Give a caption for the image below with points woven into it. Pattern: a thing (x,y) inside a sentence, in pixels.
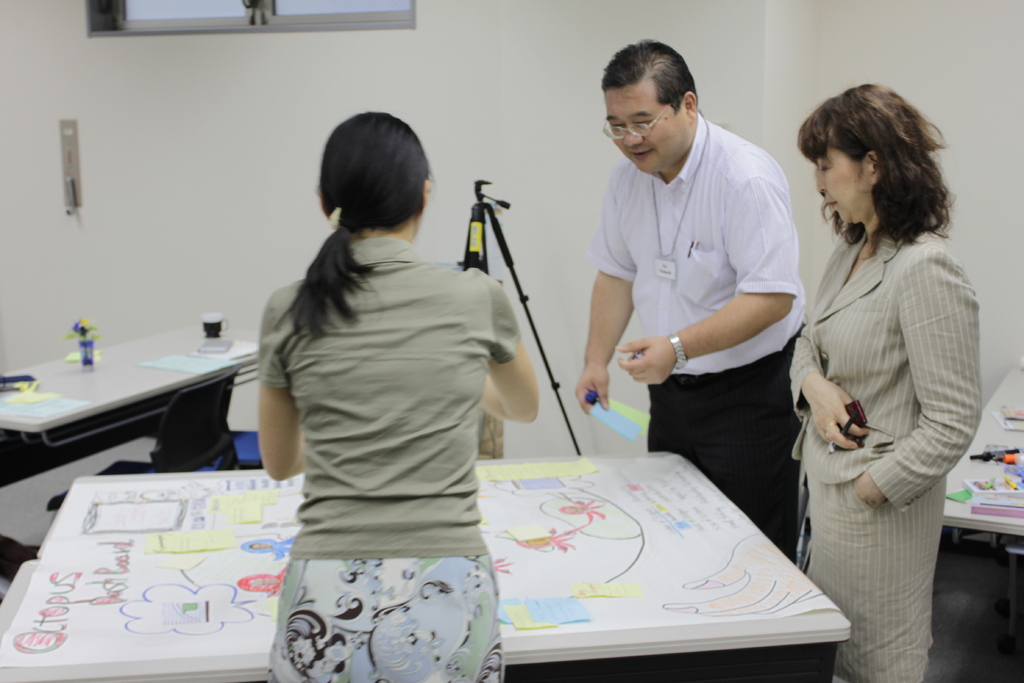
In this image there is a girl (369,430) in the middle (361,446). In front of her there is a table (609,553) on which there are drawings (133,601). On the right side (711,294) there is a man (611,312) who is holding the papers (625,409) and a marker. Beside him there is another lady (913,426). On the right side (996,440) there is a table (983,478) on which there are markers (1004,453), papers (1006,422) and pens (996,481). On the left side (84,413) there is a table (123,362) on which there is a small flower vase (88,363), papers (191,358) and a cup (217,325). In the background (161,81) there is a wall (124,57). In the middle (480,229) there is a tripod (485,248).
